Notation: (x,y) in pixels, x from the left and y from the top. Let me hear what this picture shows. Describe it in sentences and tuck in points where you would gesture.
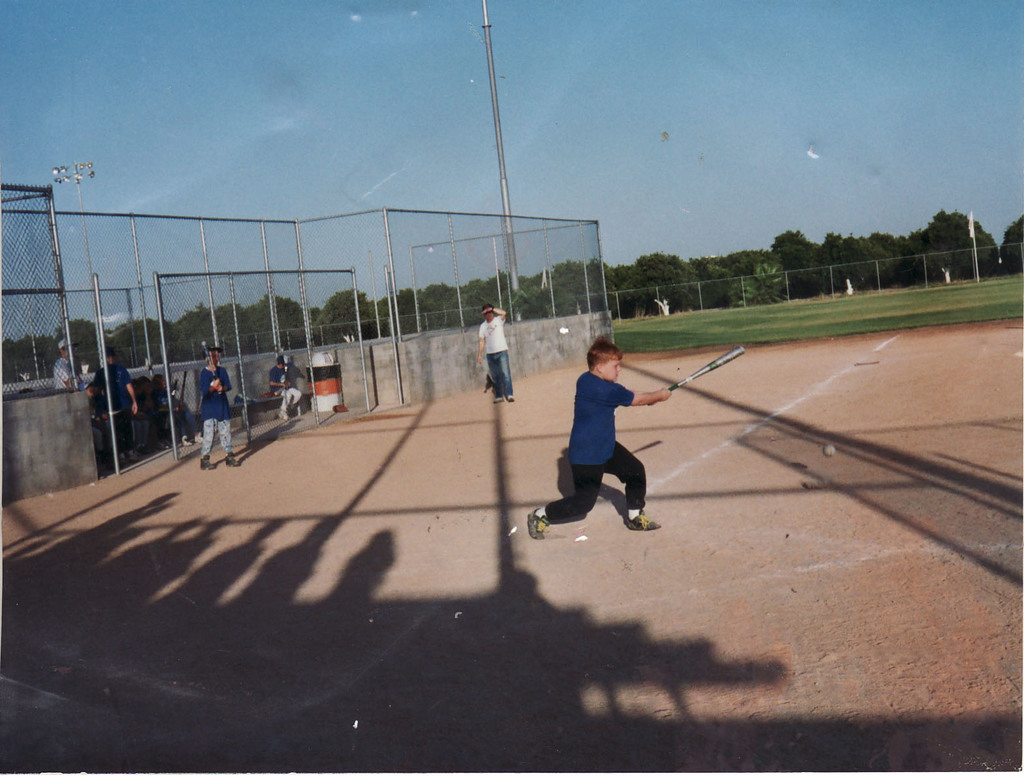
In this image we can see some group of persons (65,338) playing baseball in the ground (716,398) and a boy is holding a baseball stick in his hands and in the background of the image (491,227) there is fencing (243,227), some trees (514,314) and top of the image (515,86) there is clear sky (523,75).
